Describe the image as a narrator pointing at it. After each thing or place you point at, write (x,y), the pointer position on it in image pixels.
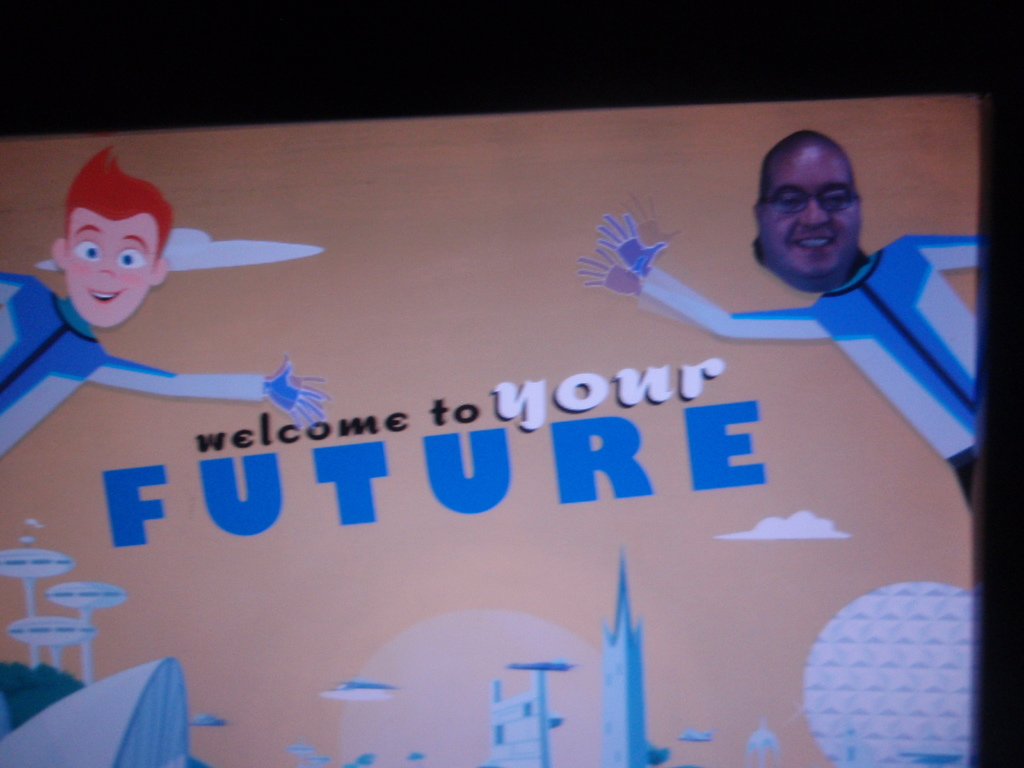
In this image we can see a board (568,367). On the board (406,341) there are some pictures (612,276) and text (712,487). The background of the image (934,27) is dark.
